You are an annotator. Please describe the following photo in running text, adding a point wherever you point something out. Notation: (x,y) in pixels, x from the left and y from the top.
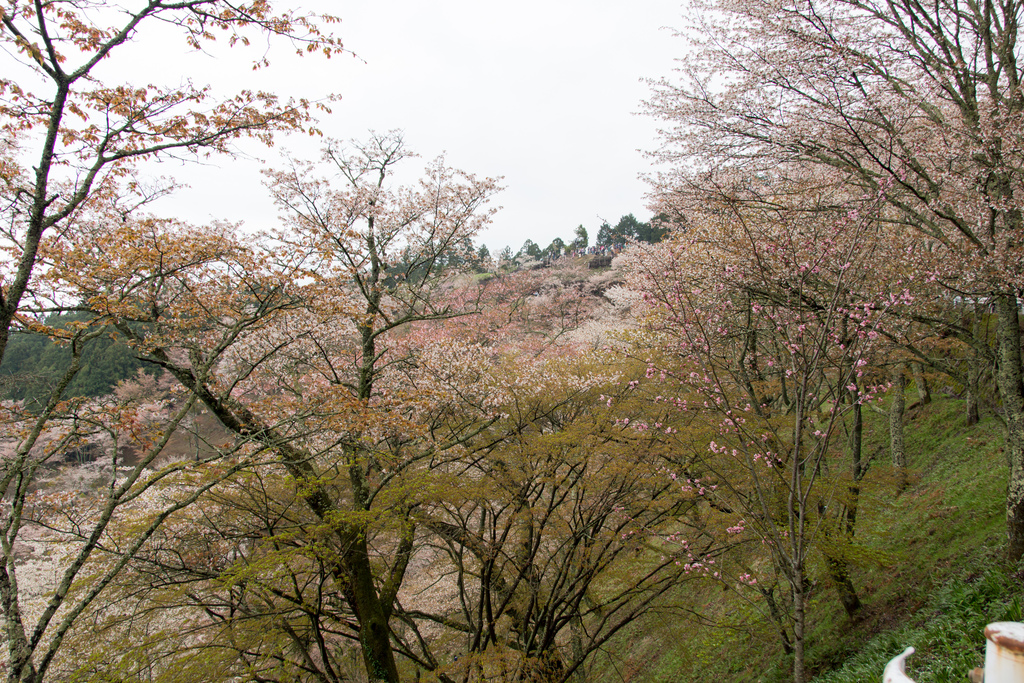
In the center of the image (358,352) there are trees (408,236). At the top (447,83) there is sky (447,83).
